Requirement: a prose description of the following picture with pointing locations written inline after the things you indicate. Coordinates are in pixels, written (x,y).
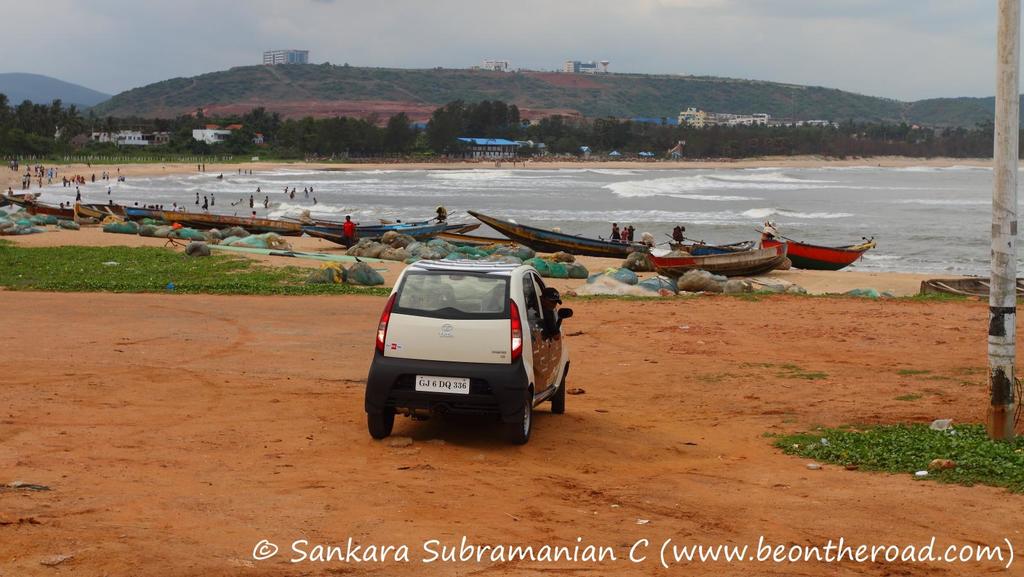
As we can see in the image there is a car (459,343), grass (179,293), boats (144,211), water (490,196), few people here and there, trees (247,141), buildings (507,151), hills (412,84) and sky (416,15).
